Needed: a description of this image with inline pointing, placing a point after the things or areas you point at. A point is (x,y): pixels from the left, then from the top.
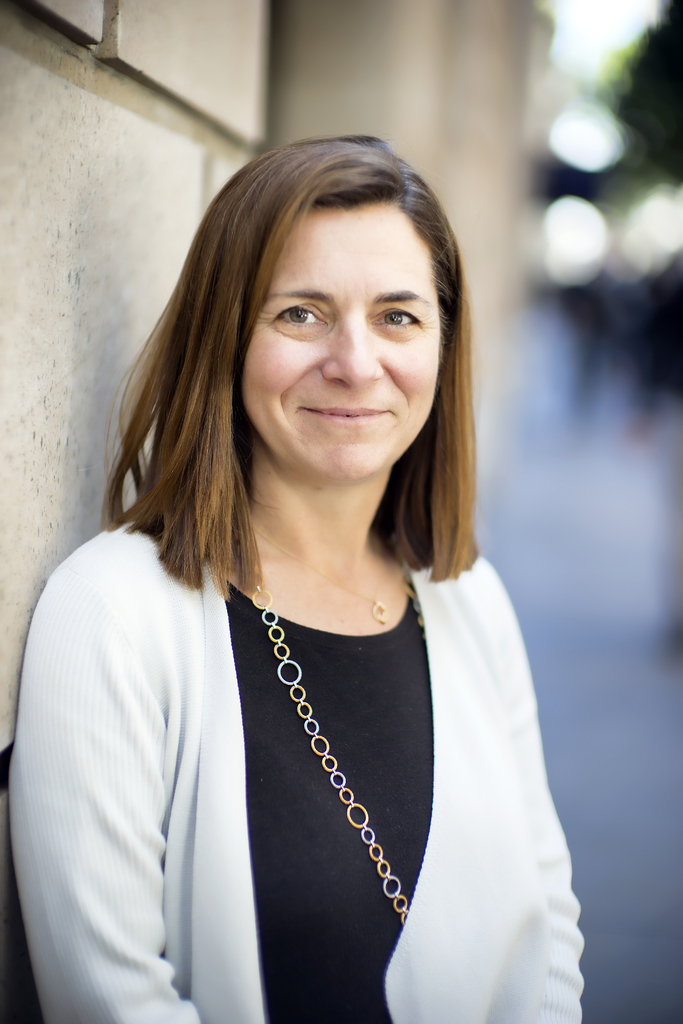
In the foreground (208,213) I can see a woman (264,198) is standing on a road (608,993). In the background (465,136) I can see a wall (454,177), group of people (558,330), trees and the sky (579,63). This image is taken during a day on the road (627,507).
